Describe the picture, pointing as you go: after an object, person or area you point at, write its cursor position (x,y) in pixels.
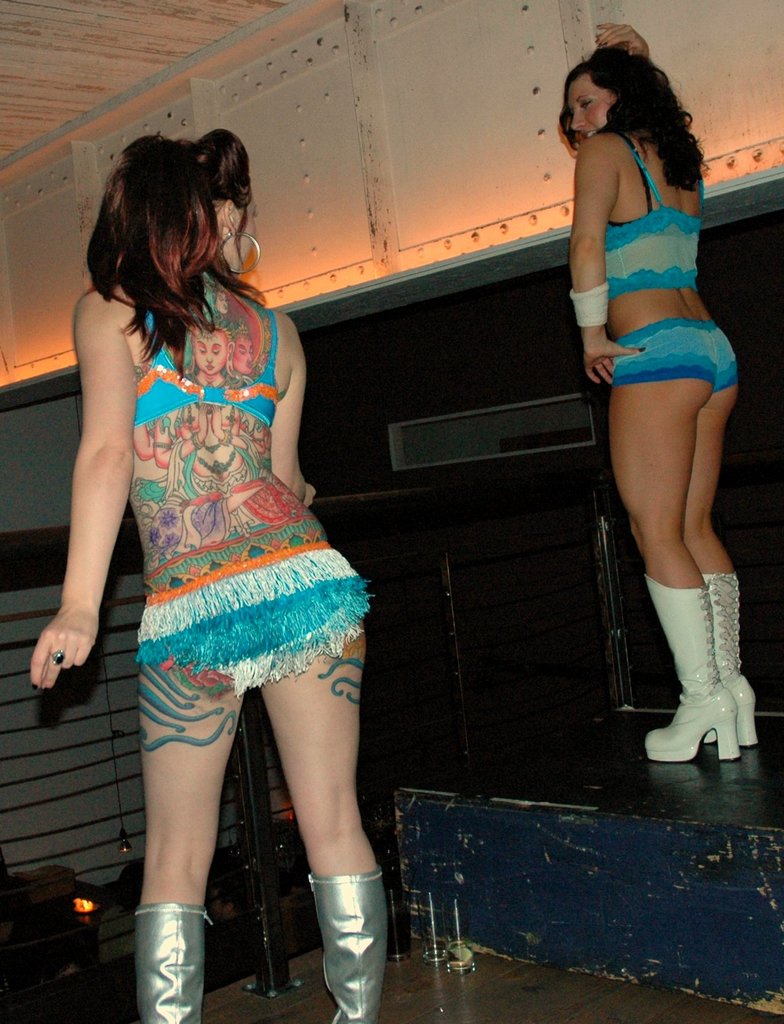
In this image, at the left side (242,467) there is woman (144,498) standing, at the right side (661,505) there is a woman (665,390) she is standing at the step floor (542,884) and she is wearing white color shoe (732,697), they are dancing.
